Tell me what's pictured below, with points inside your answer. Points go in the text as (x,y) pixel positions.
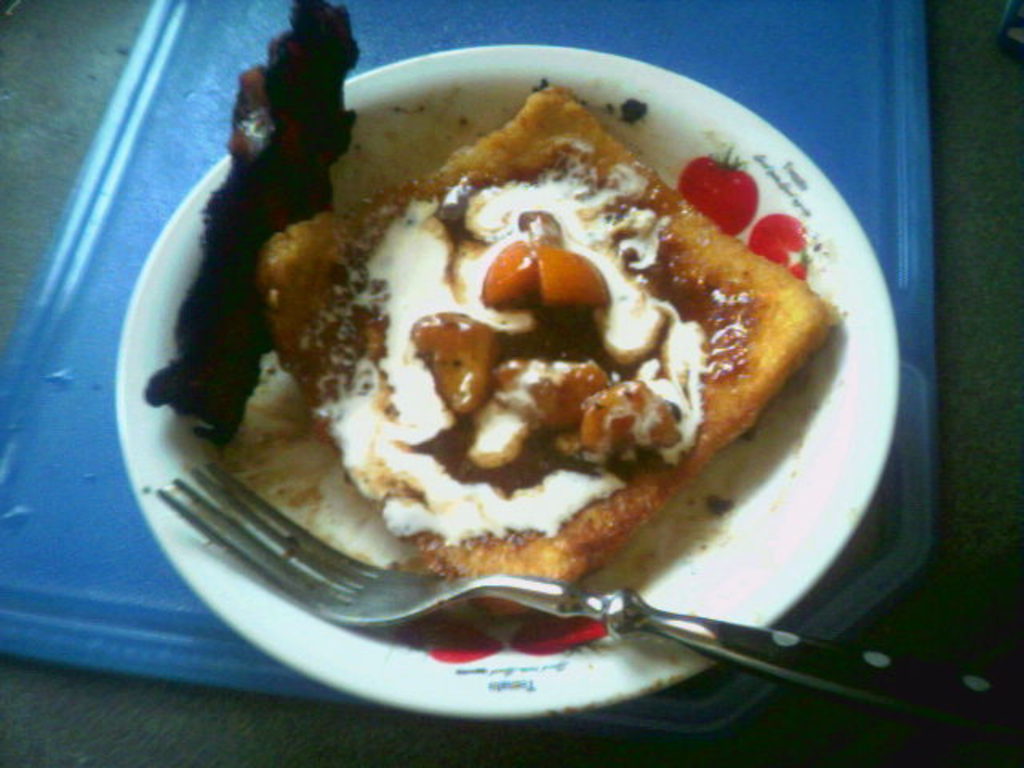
In the center of the image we can see a tray (20,425). On the tray (83,401) we can see a plate (812,350) which contains dessert (472,564) with fork (324,597). In the background of the image (758,748) we can see the floor (749,735).
